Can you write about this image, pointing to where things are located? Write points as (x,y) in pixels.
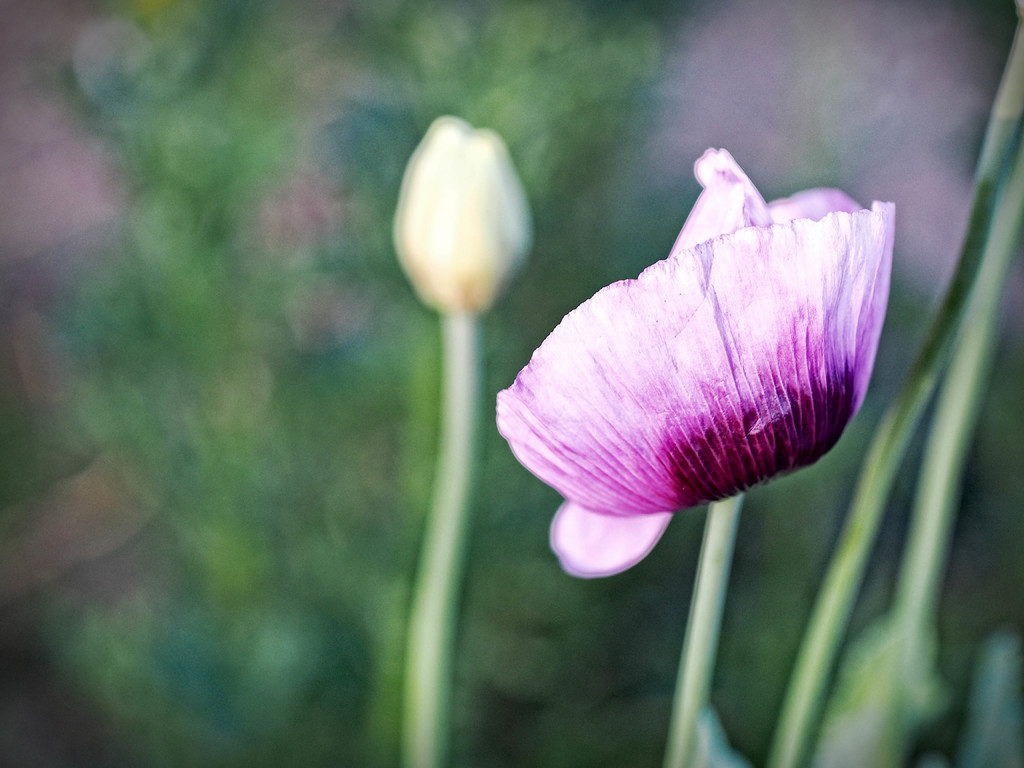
In this image, we can see flowers (576,504) and there is a blur background (780,593).
